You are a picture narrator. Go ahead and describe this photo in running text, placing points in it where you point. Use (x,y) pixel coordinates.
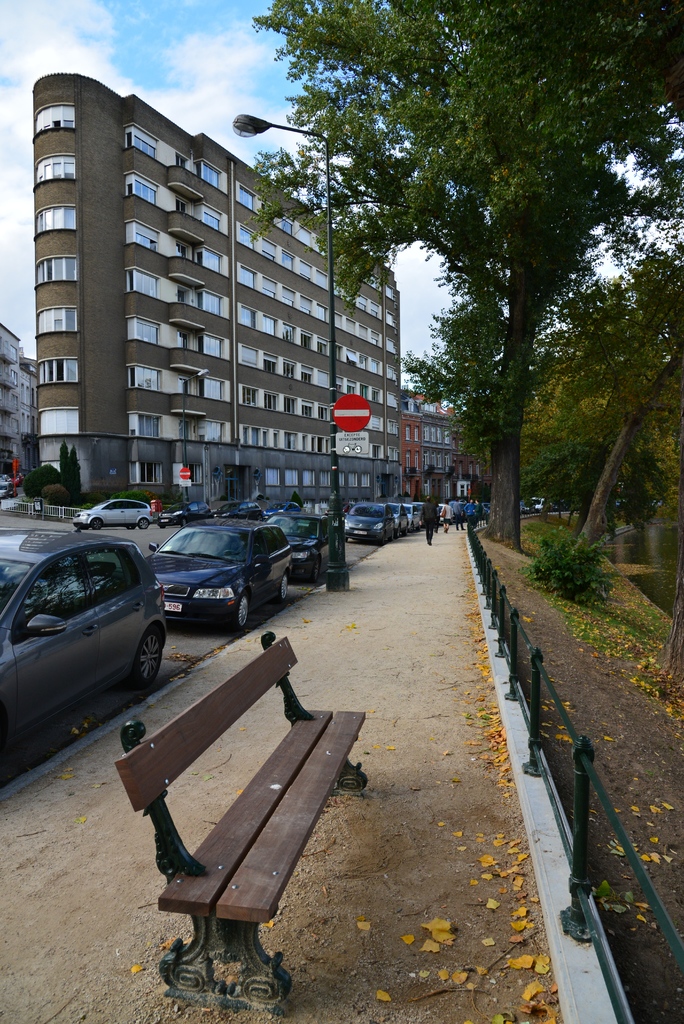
There is a building (299,305) and cars (216,599) on roads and trees (462,57) behind that.
